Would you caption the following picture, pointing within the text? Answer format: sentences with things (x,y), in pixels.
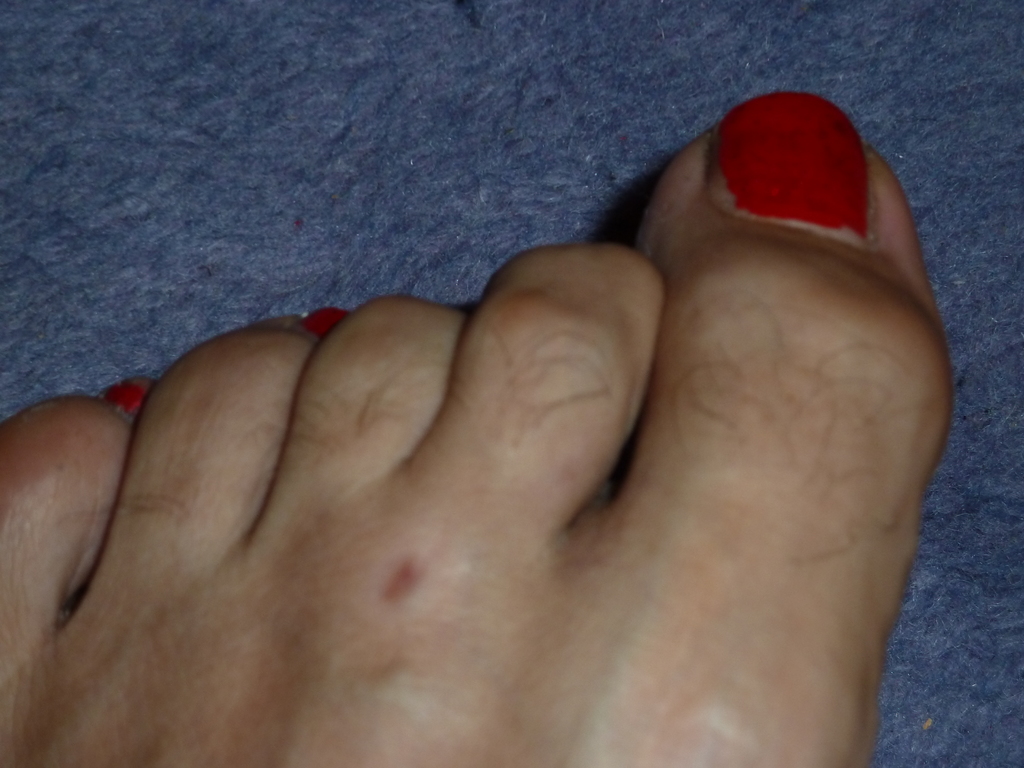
In this image we can see a person's leg (372,480). At the bottom (969,586) there is a mat (567,134).
